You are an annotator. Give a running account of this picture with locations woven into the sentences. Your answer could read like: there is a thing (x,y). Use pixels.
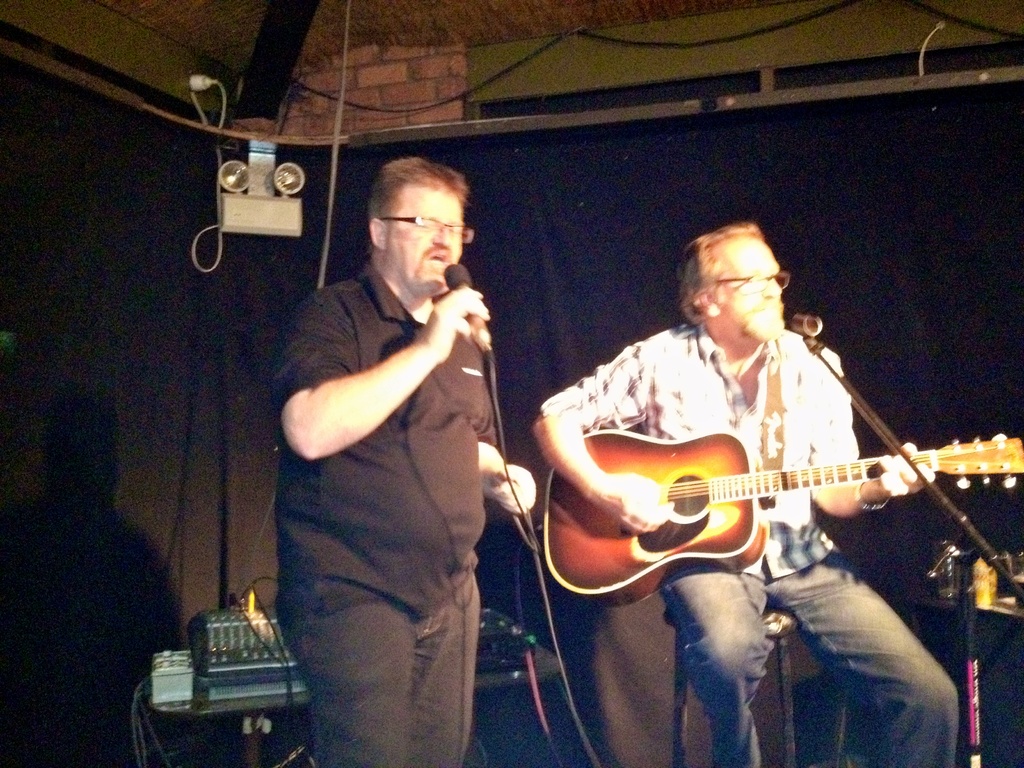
As we can see in the image, there are two persons (509,467). The man (443,469) on the left side (313,460) is holding mike (453,273) in his hand (456,302) and singing and the man (807,464) on the right side (807,464) is holding guitar (741,506) and singing.
